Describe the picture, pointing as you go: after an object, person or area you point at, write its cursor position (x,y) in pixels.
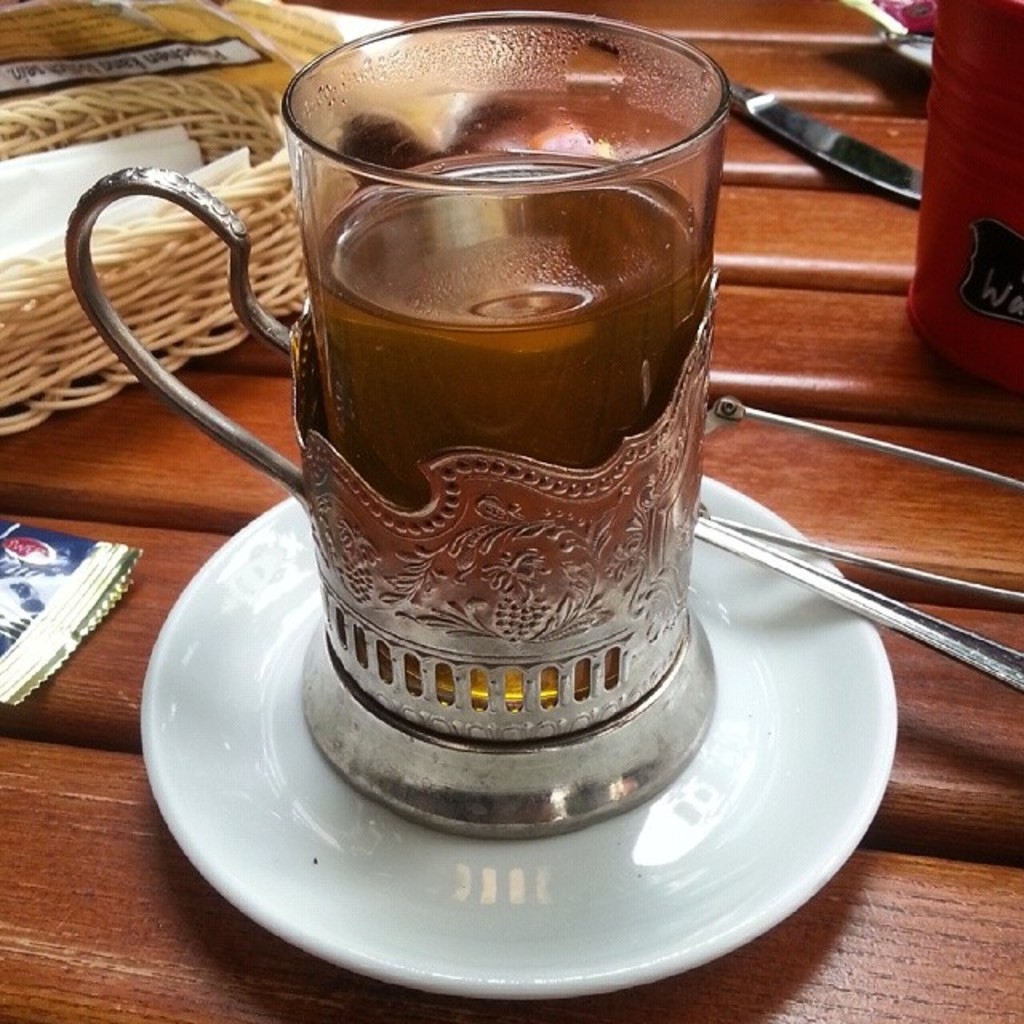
In this picture we can see glass (522,327) with drink (512,355) in it placed on saucer (592,882) and aside to this we have knife (872,161), basket (78,100) with tissues (144,147) in it.
